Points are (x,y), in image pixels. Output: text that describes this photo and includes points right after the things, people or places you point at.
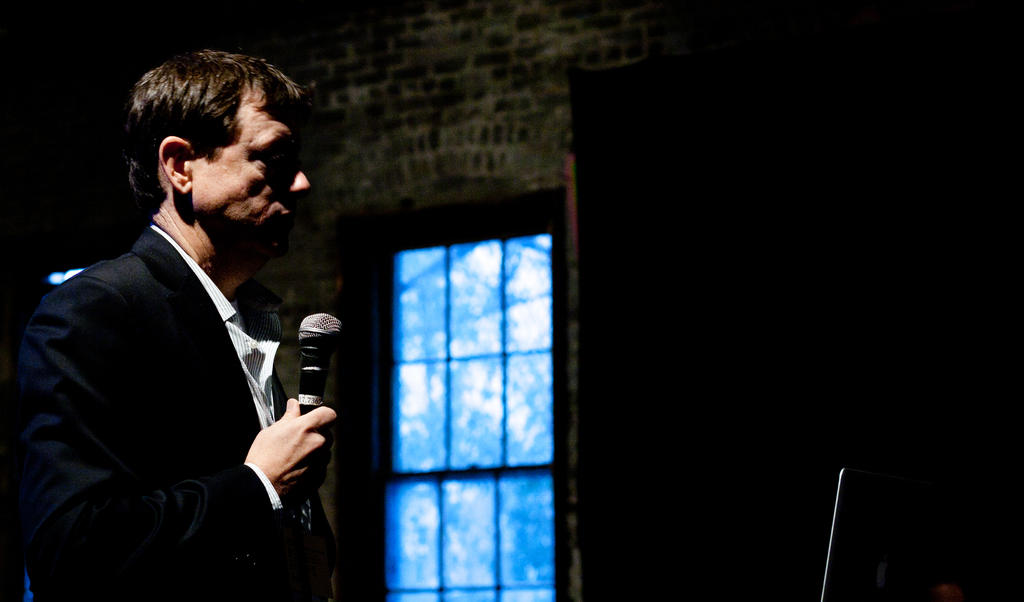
A man (124,360) with black jacket (159,353) and white shirt (262,349) is standing and holding a mic (302,358) in his hand (309,434) and he is to the left (301,457). To the right side (867,501) there is a monitor (850,542). In the middle (452,337) there is a window (505,493).
